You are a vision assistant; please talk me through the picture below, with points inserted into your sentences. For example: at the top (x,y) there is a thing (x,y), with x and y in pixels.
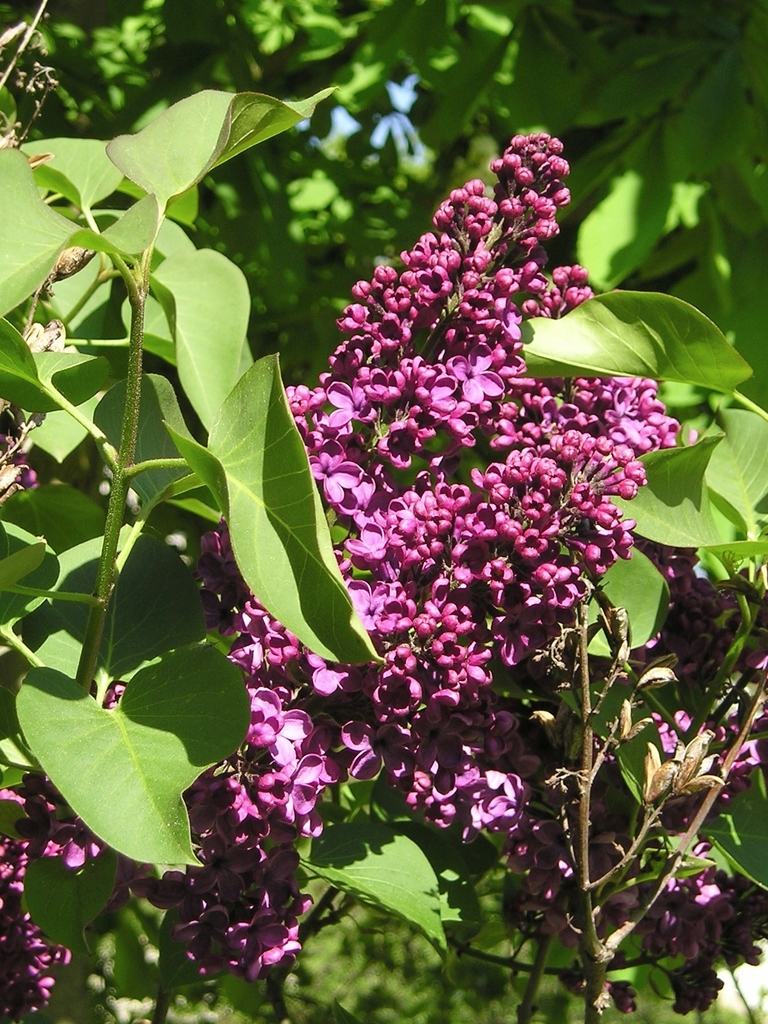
In this image I can see few flowers (360,382) in purple color, plants (691,470) in green color. In the background (344,112) the sky (340,123) is in blue color.
